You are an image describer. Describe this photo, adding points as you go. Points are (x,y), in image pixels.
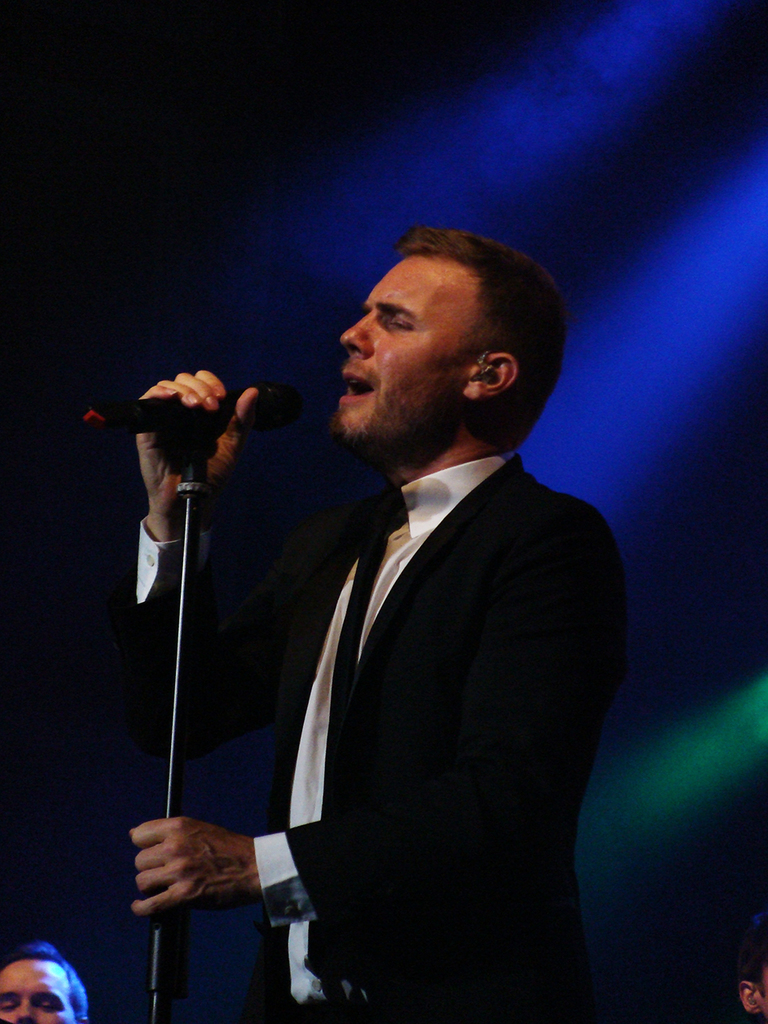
In this picture there is a man (199,400) standing holding a microphone (112,421) in his hand (225,455) and singing.
